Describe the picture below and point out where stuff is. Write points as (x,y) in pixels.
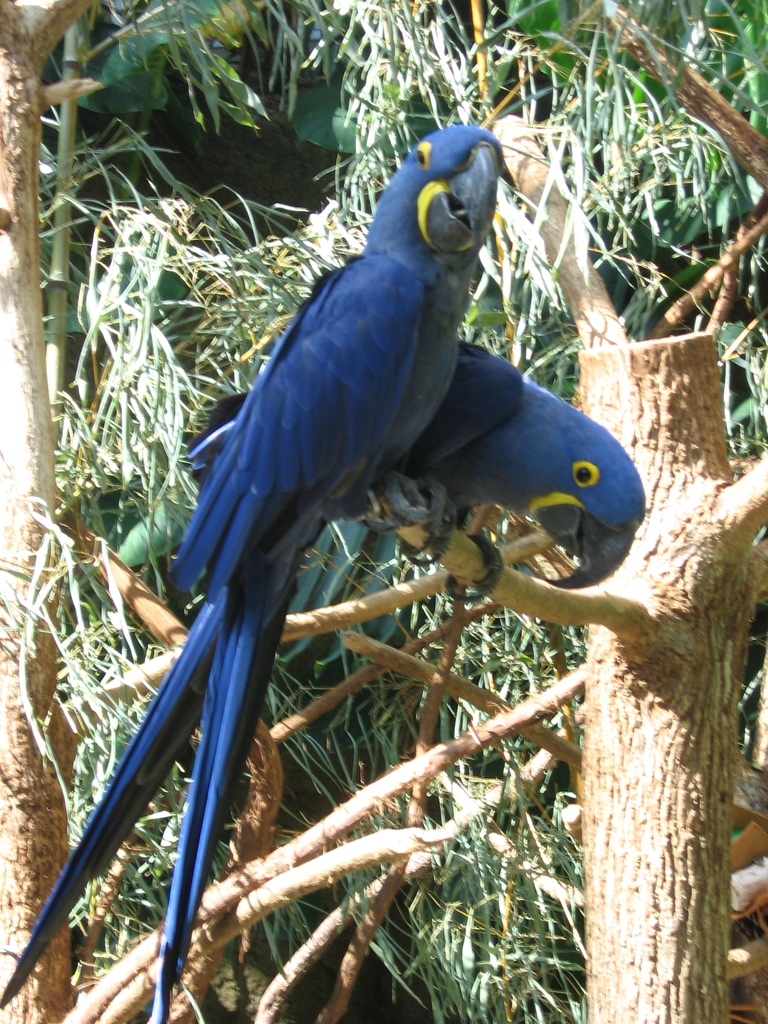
In this picture I can see couple of birds (442,421) on the tree branch (420,533) and I can see trees (558,389) in the background (348,7).
